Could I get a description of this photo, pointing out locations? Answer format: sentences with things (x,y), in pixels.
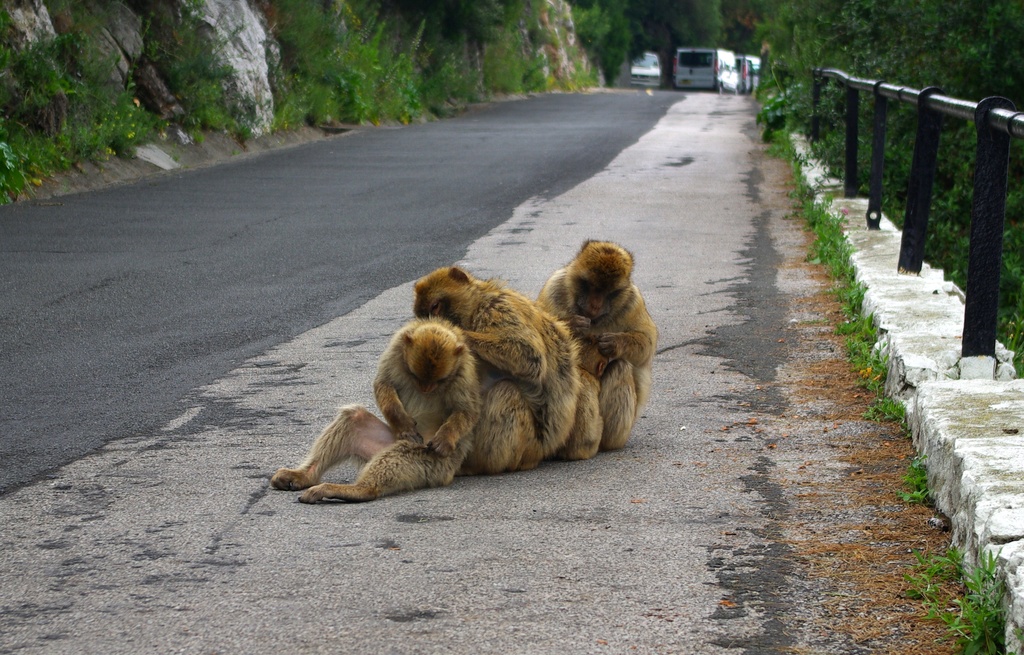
In the center of the image (517,405) monkeys (475,360) are present. At the top of the image (745,81) we can see trucks (679,68) are there. On the right side of the image (891,172) we can see rods (1018,126) and some trees (914,124) are present. At the top of the image (247,70) rocks (255,59) and some plants (281,98) are there. In the background of the image (527,268) road (527,268) is there.
